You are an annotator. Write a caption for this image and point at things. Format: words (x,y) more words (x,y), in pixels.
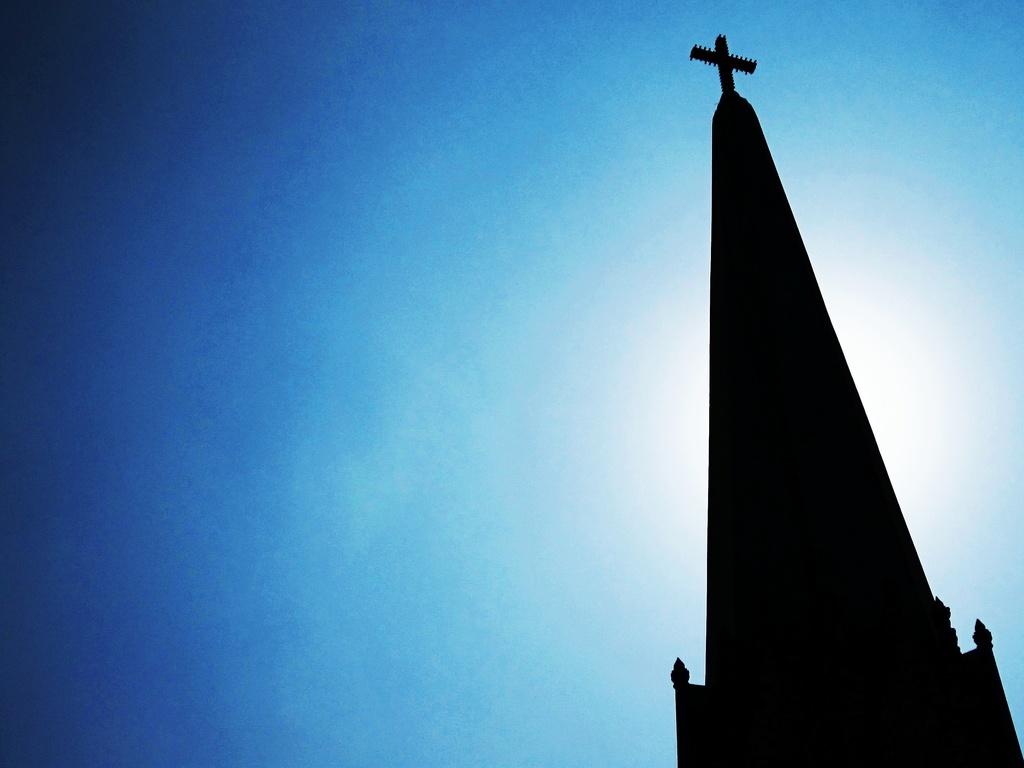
In this image I can see a tower (784,553) and the sky (274,496). This image is taken may be during day.
